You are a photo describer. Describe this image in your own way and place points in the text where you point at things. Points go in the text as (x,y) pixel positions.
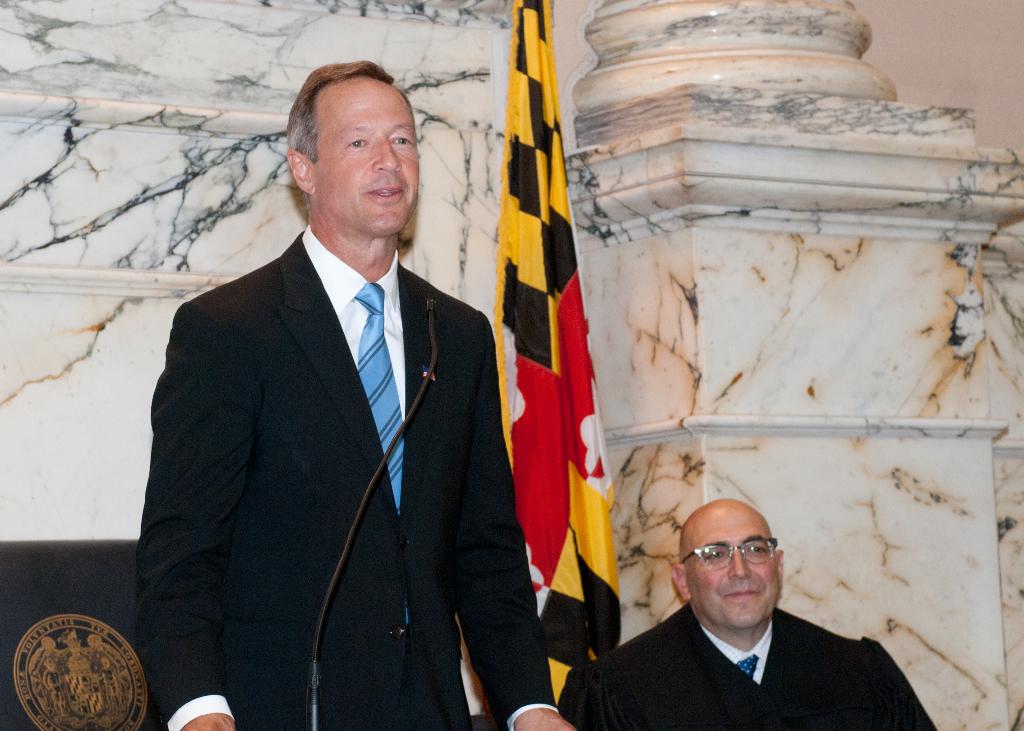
In this image we can see a man (437,486) standing, before him there is a mic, next to him there is a man (760,671) sitting and we can see a flag (563,453). In the background (579,255) there is a wall (636,118).
